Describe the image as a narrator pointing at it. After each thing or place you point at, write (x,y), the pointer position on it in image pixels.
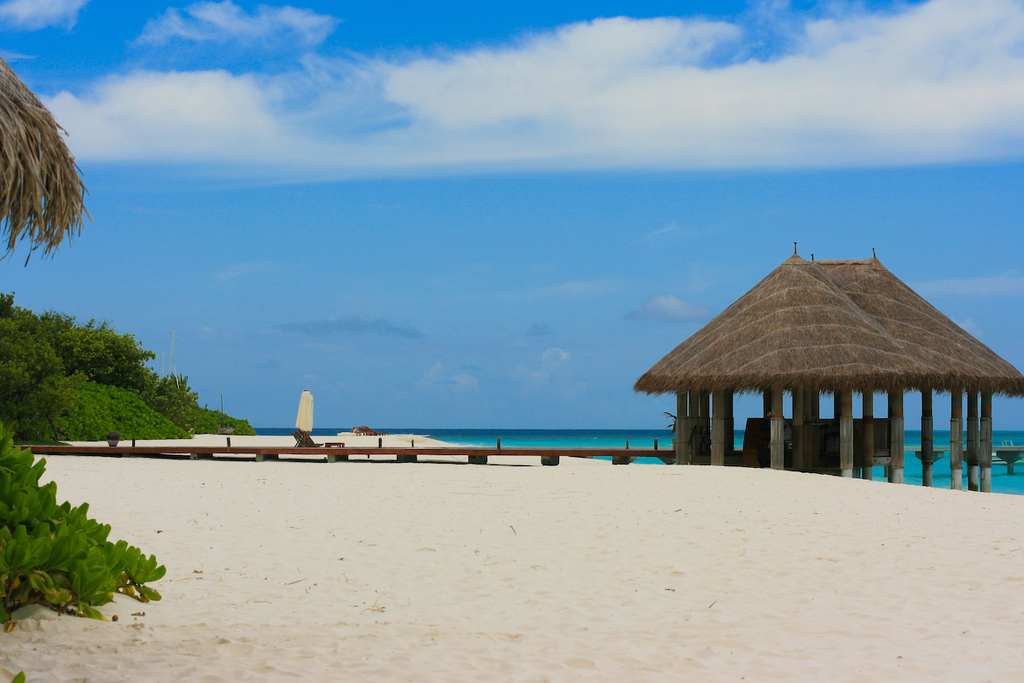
In the foreground of this picture (504,588), there is sand (566,584). On the right (896,375), there is a hut (902,311), water (1009,479) and a bridge (1004,453). On the left (60,370), there is a hut (27,174), trees (57,372), and plant (75,546). In the background (419,237), there is sky (556,415), cloud (675,102) and the water (550,434).
